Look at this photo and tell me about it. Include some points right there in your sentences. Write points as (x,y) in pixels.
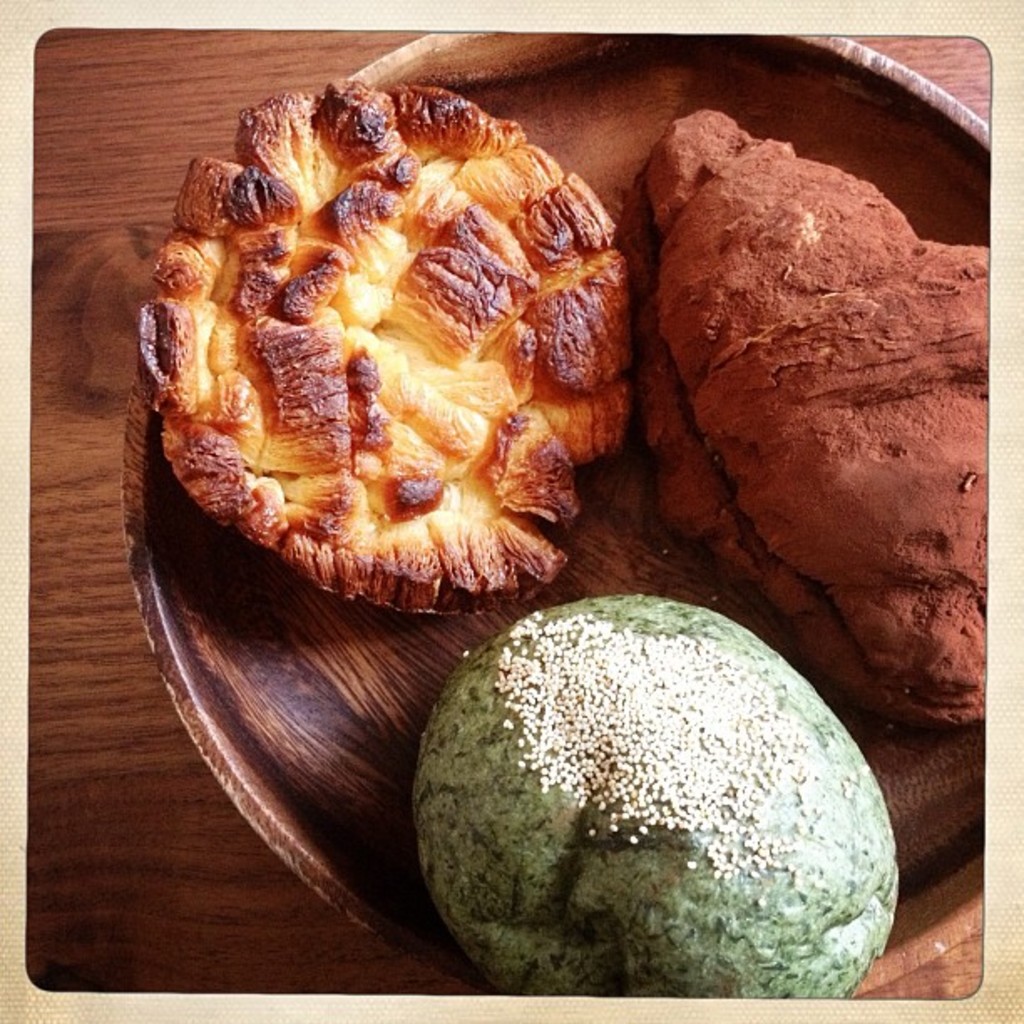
In this image we can see some food (705,482) in the bowl (955,792). A bowl (318,800) is placed on the wooden surface (199,854).
